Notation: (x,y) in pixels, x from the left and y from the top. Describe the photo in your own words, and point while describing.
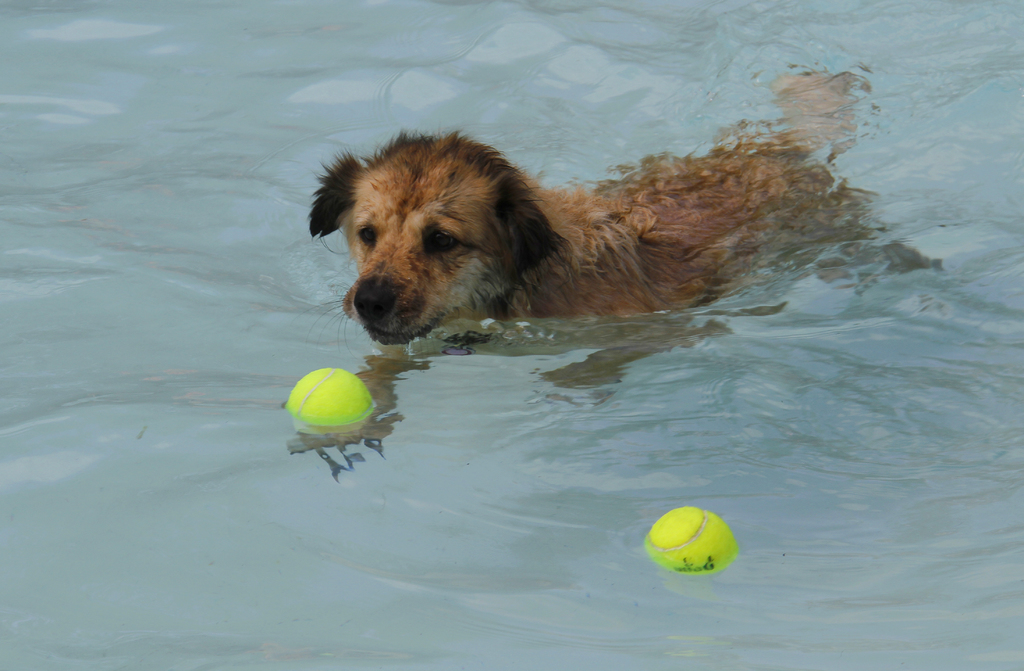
In this picture I can see a dog (641,280) is swimming in the water (771,324). The dog (555,259) is brown in color. I can also see two green color balls (696,545) on the water (252,555).
